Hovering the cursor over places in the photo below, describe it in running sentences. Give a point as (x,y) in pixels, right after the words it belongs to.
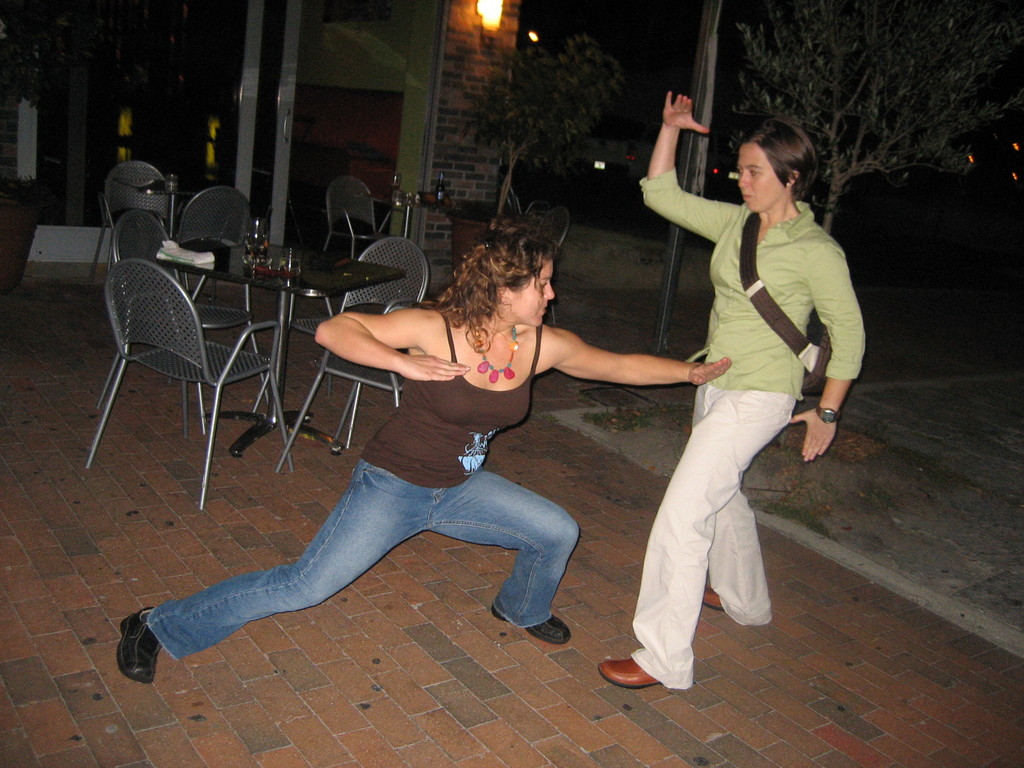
In this image there are two people (739,370). There is a table (261,278) at the back side of the person (431,418) and there are chairs (182,223). At the back (387,75) there is a building (463,22), at the right side (865,74) there are trees (950,86). There are bottles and glasses (285,271) on the table (323,269).
